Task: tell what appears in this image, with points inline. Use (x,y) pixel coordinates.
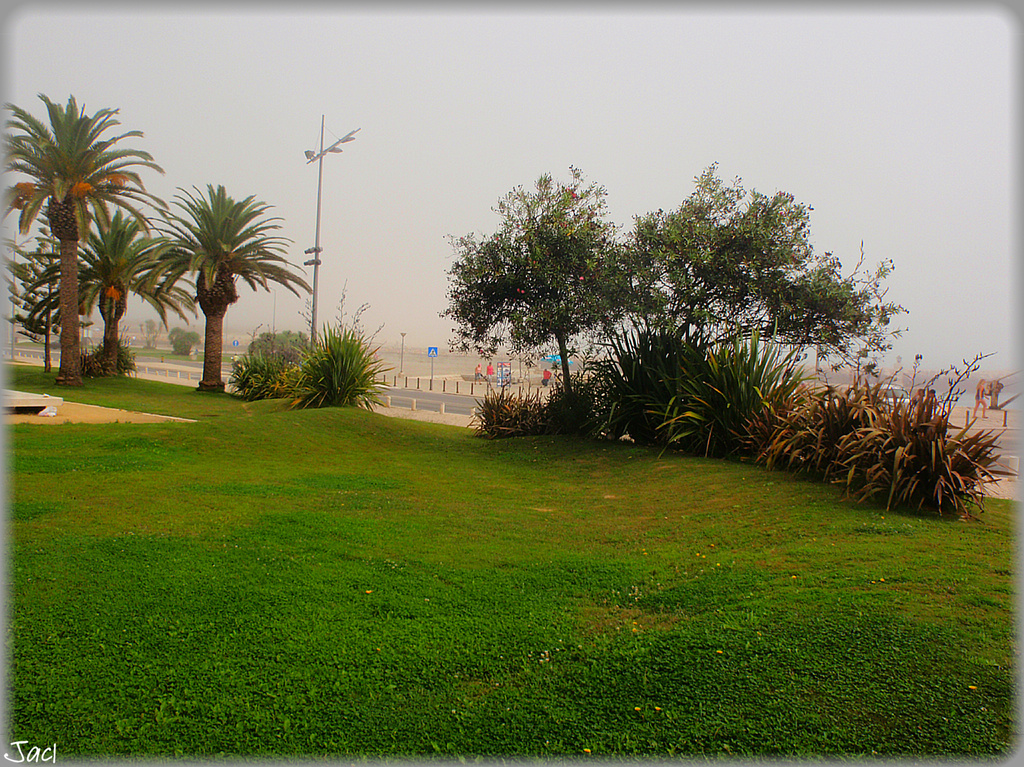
In this picture there are trees (212,193) and poles (320,244). At the back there are group of people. On the right side of the image (910,405) there is a vehicle (891,386) and there is a person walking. At the top (567,133) there is sky (631,138). At the bottom (615,601) there is grass (519,607) and there is a road (464,400). In the bottom left (6,755) there is a text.
